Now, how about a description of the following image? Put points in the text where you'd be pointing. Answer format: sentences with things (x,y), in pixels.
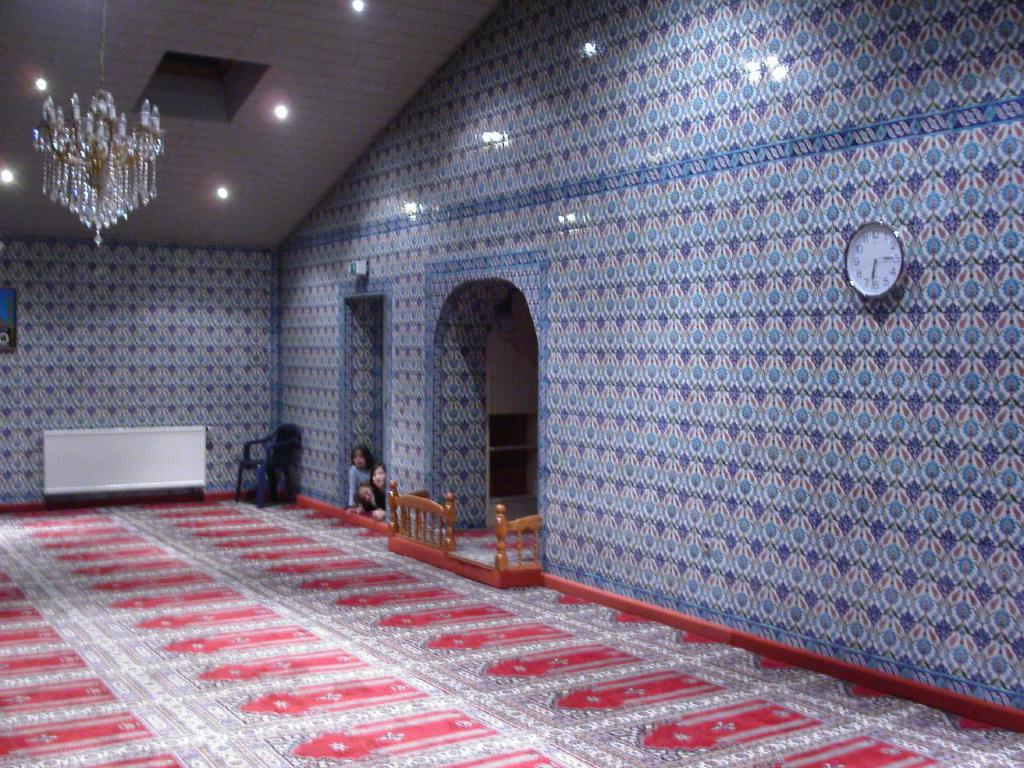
In the center of the image (359,475) we can see children (356,488) on the floor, a chair (292,485), barricade (451,537) and a clock (874,270) on the wall (929,244). On the left side of the image (201,466) we can see a radiator (84,456). In the background (93,143), we can see a chandelier (93,176) and some lights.
